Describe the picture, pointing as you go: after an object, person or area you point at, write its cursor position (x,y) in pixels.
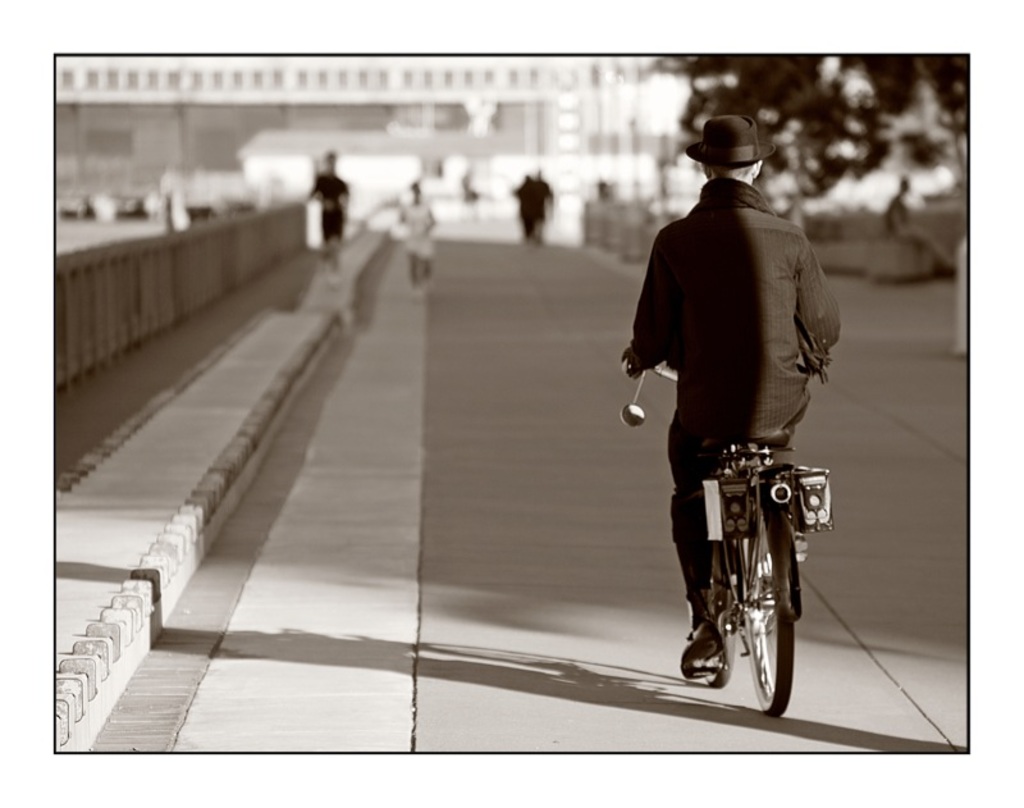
In this image, There is a road (412,731) in the right side of the image (777,667) there is a man (754,398) riding the bicycle (775,573) which is in black color.
